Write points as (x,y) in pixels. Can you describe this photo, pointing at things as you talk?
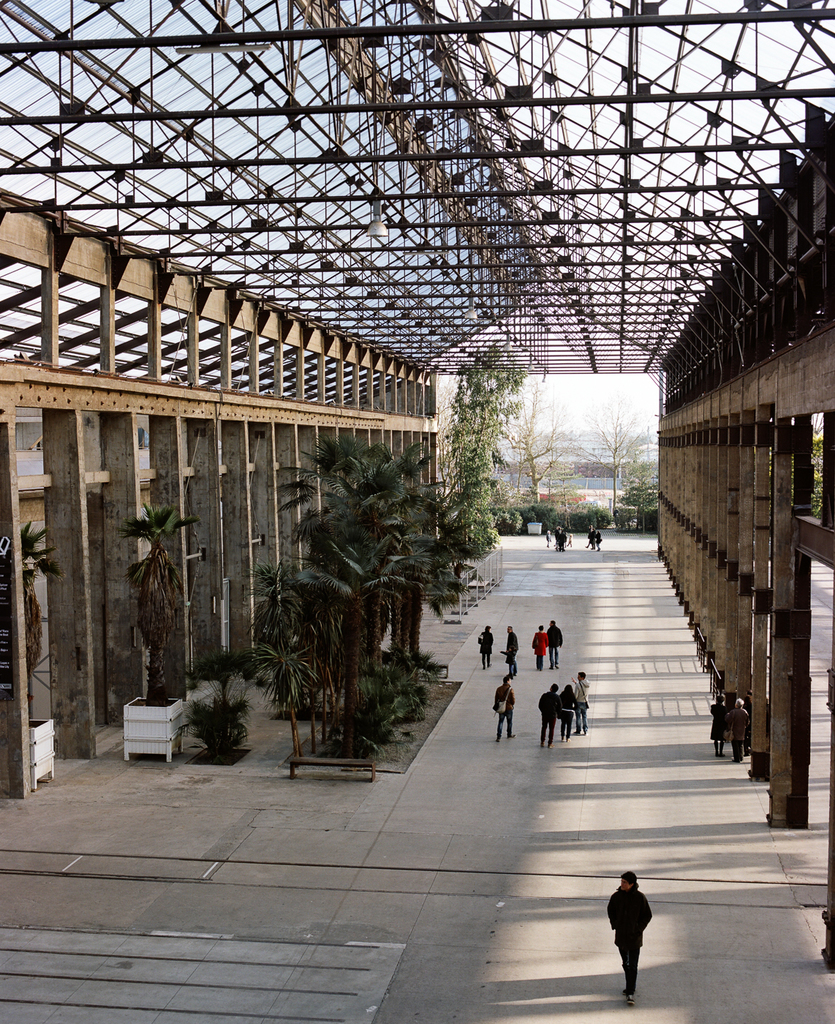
This picture is clicked outside. In the center (513,659) we can see the group of people (627,989) seems to be walking on the ground (611,851). On the right (729,440) we can see the pillars (834,431). At the top (507,101) there is a roof (338,169) and the metal rods (426,282). On the left (222,670) we can see the trees (354,621), plants (146,589) and pots (144,715). In the background (550,399) there is a sky (601,427), trees (616,466), plants (575,509) and some other objects (593,496).
